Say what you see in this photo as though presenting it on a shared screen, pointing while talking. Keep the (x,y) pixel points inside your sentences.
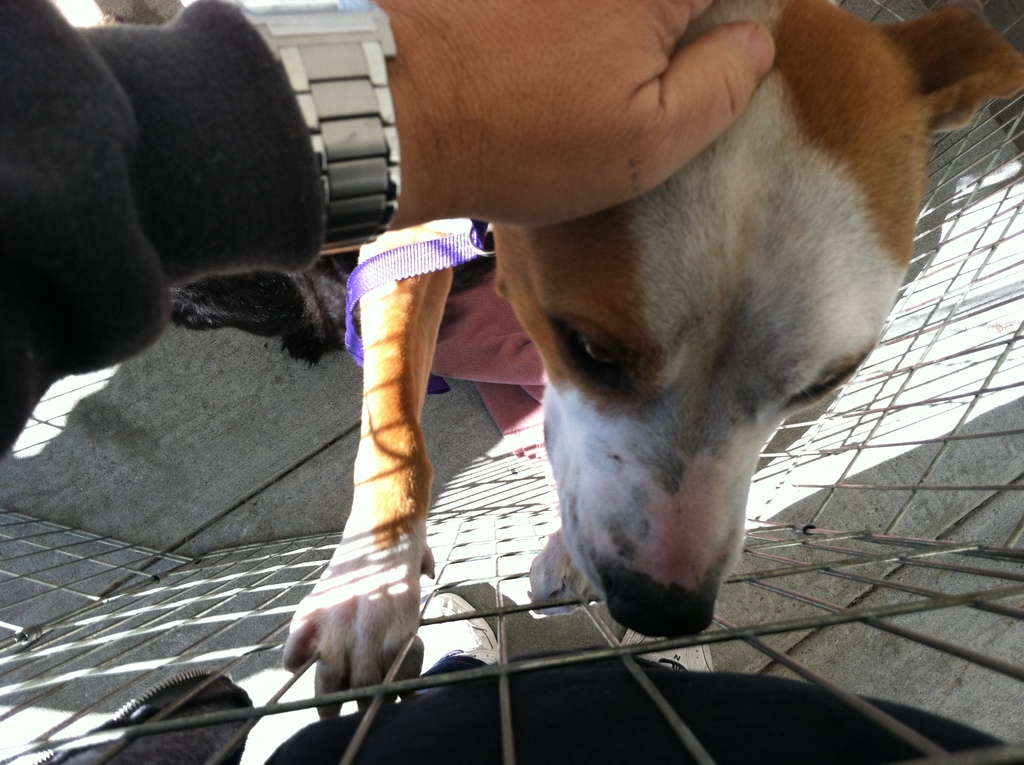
In this image I can see a white and brown color dog (738,238). On the left side (160,252) there is the hand (677,18) of a human (535,3) with wrist watch (382,151) and a coat (203,183). This is an iron grill (884,376) at the bottom (374,691).
